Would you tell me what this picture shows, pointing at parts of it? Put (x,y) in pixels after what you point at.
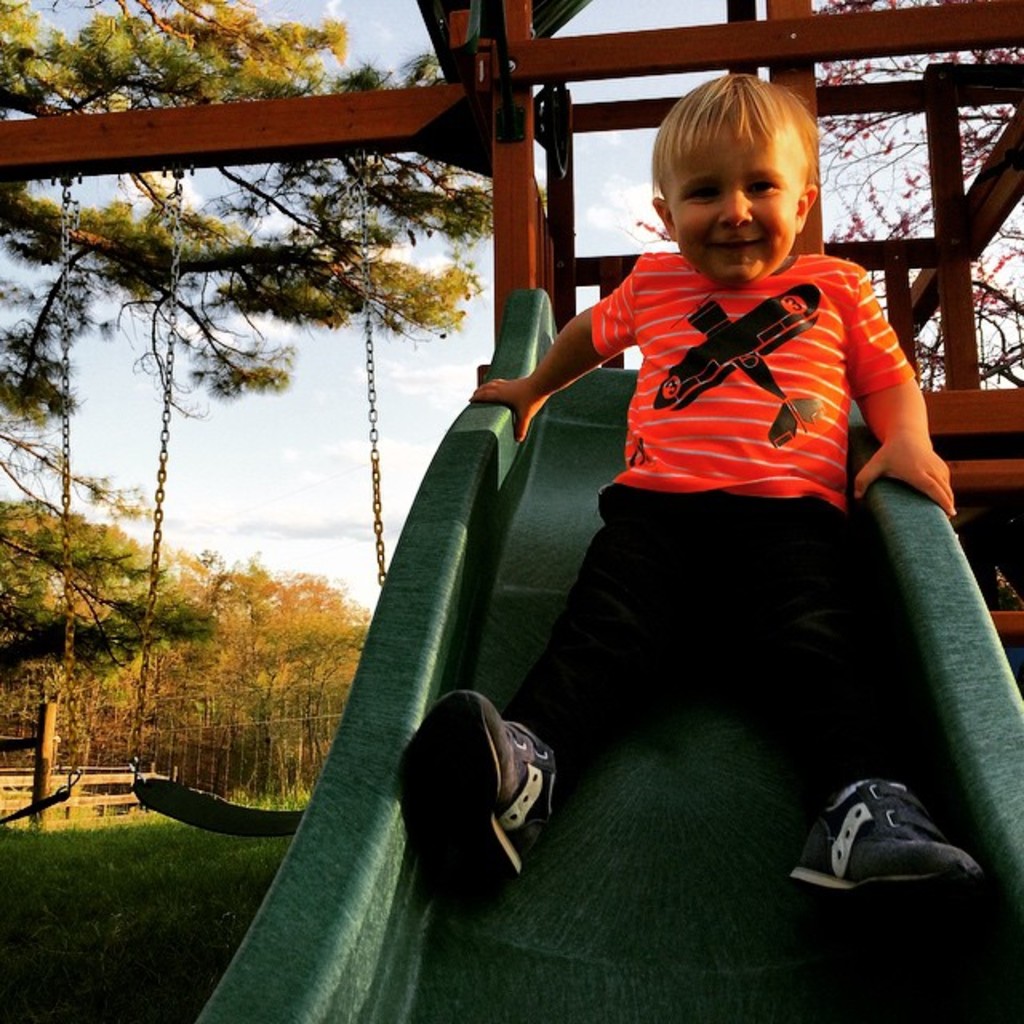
In the foreground of the picture (803,529) there is a child (642,391) on a slide (500,1014). On the left (183,771) there are swings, grass (55,919), fencing (99,773), plants (100,727) and trees (104,622). At the top right (907,153) it is tree (974,275). In the background (326,358) it is sky (425,269).
